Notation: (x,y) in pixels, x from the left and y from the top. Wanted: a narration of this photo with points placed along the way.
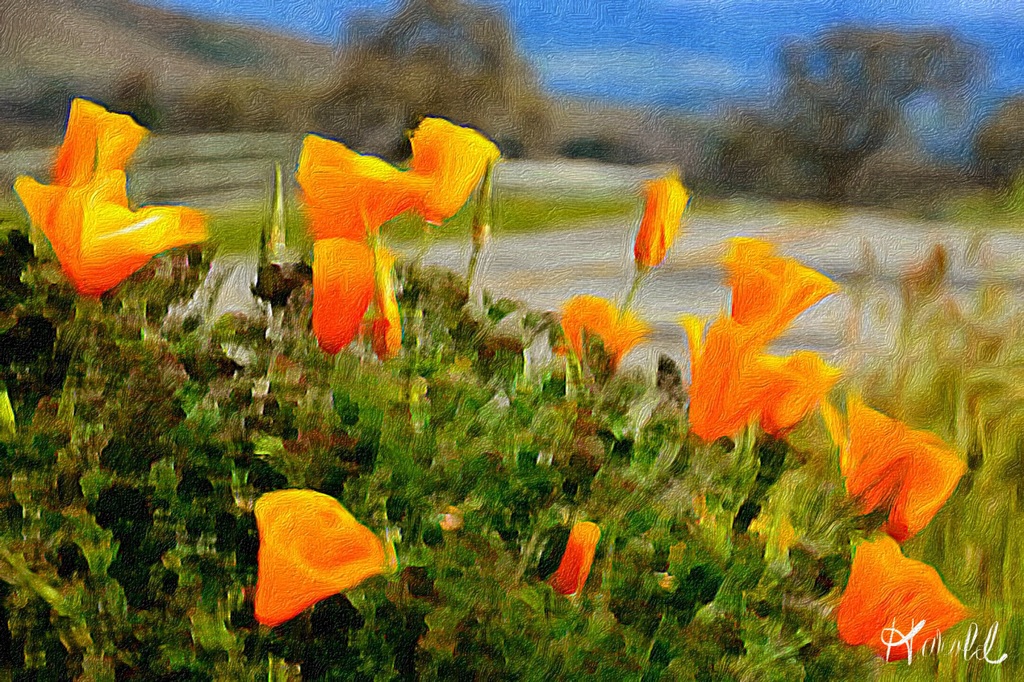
In this image I can see the flowers (399,194) to the plants (431,456). These flowers (580,338) are in yellow and orange color. In the background (559,214) I can see the ground (633,227) and blue sky (568,85) but it is blurry.
